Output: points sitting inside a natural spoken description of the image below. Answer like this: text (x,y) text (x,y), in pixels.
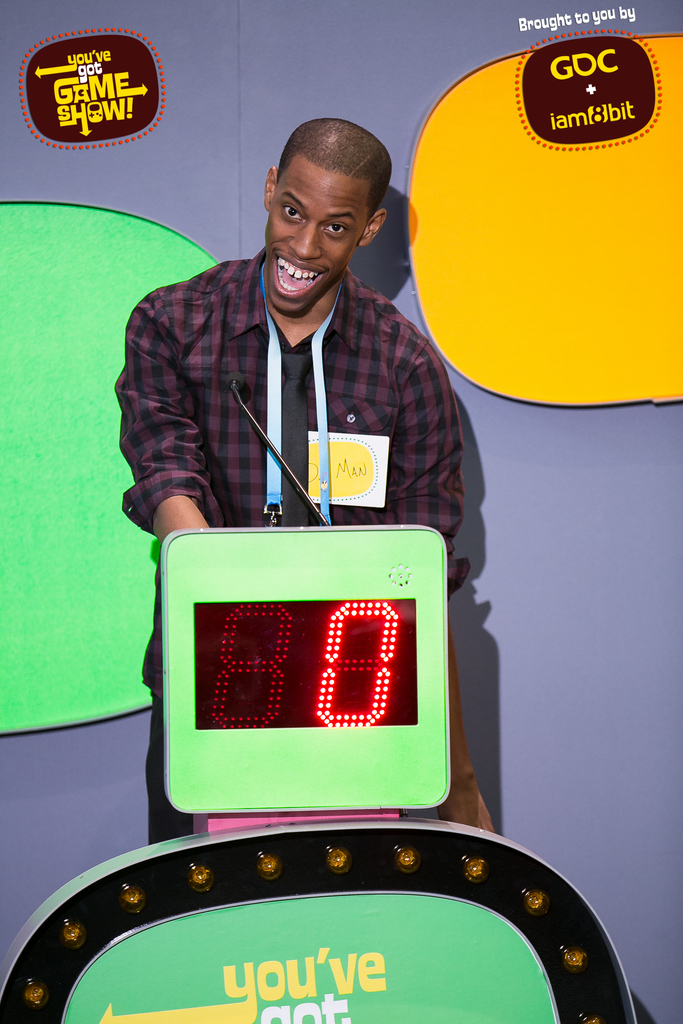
In this image I can see a man (167,442) is standing and I can see smile (284,275) on his face (311,285). Here I can see a board (339,596) and on it I can see few number (377,614) are written. I can also see few boards (277,948) and I can see something is written at few places.
